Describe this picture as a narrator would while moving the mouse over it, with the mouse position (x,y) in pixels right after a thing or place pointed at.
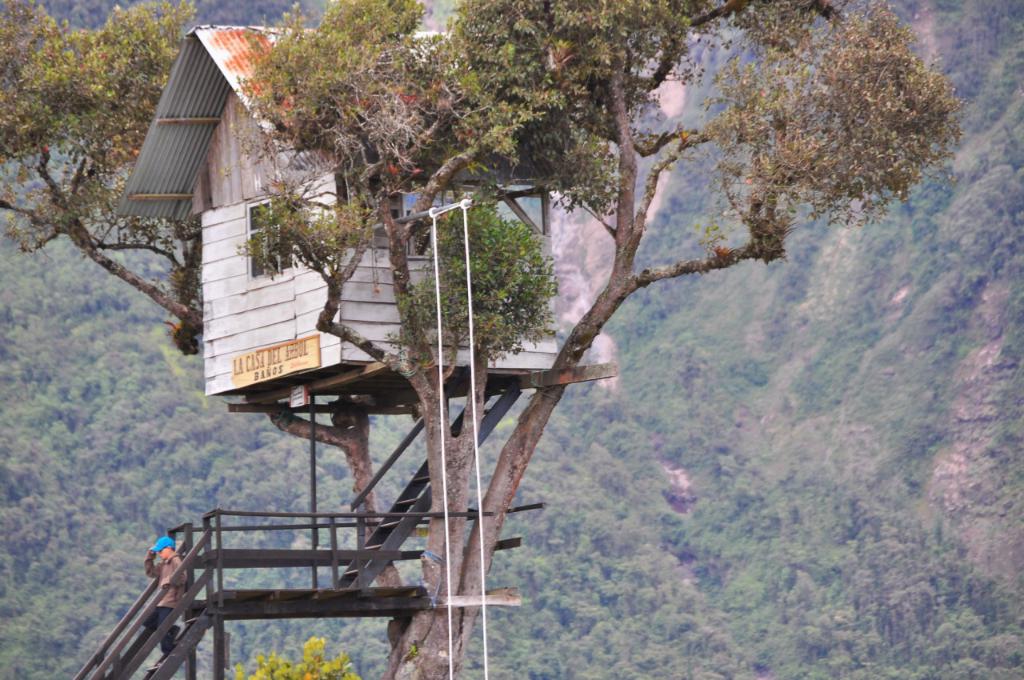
In the image we can see there is a tree house (462,372) and there are iron stairs (101,665) attached to it. There is a kid (158,567) standing on the stairs (182,640) and behind there are hills (643,543). There are trees (239,435) on the hills (715,479).
